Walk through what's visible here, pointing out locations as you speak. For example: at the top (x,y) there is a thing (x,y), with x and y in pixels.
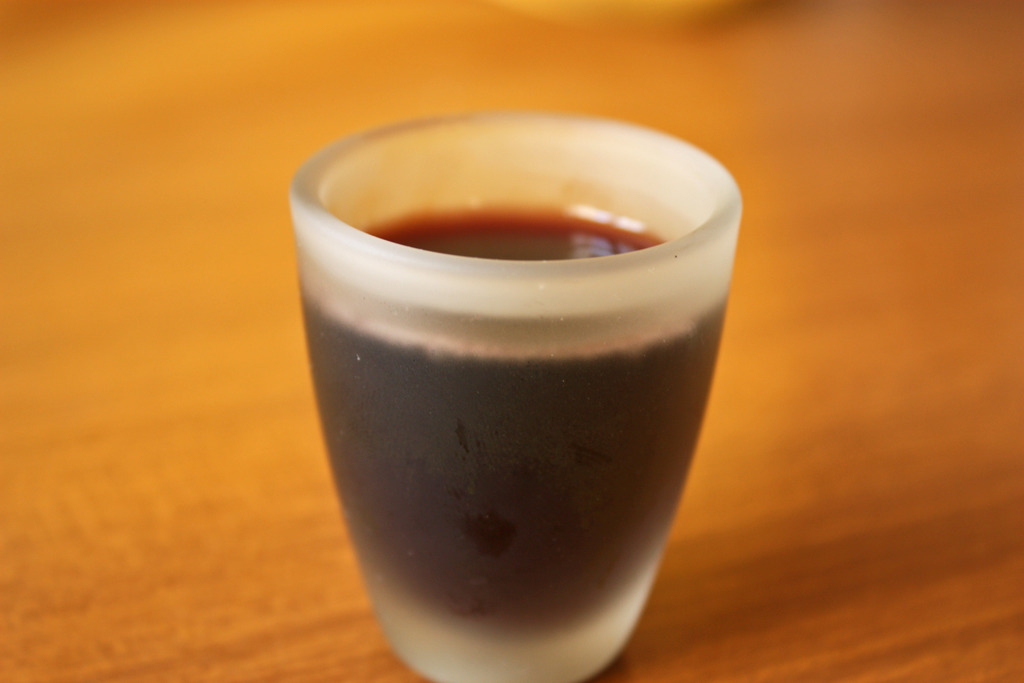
In the center of the image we can see one table (263,268). On the table (266,456), we can see one glass (545,514). In the glass (575,517), we can see a drink (549,526), which is in brown color.
